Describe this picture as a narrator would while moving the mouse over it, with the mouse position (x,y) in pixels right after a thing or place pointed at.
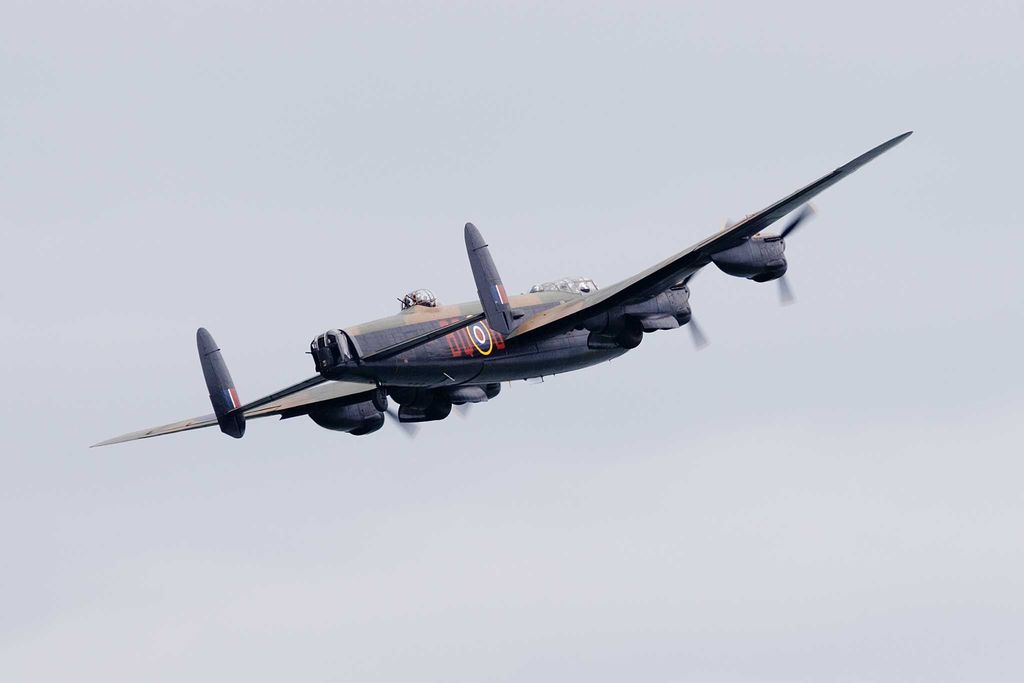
In this image I can see an aircraft (499,377) in the air (239,282) and I can also see something is written on the aircraft (462,365). In the background (295,227) I can see the sky (269,220).
